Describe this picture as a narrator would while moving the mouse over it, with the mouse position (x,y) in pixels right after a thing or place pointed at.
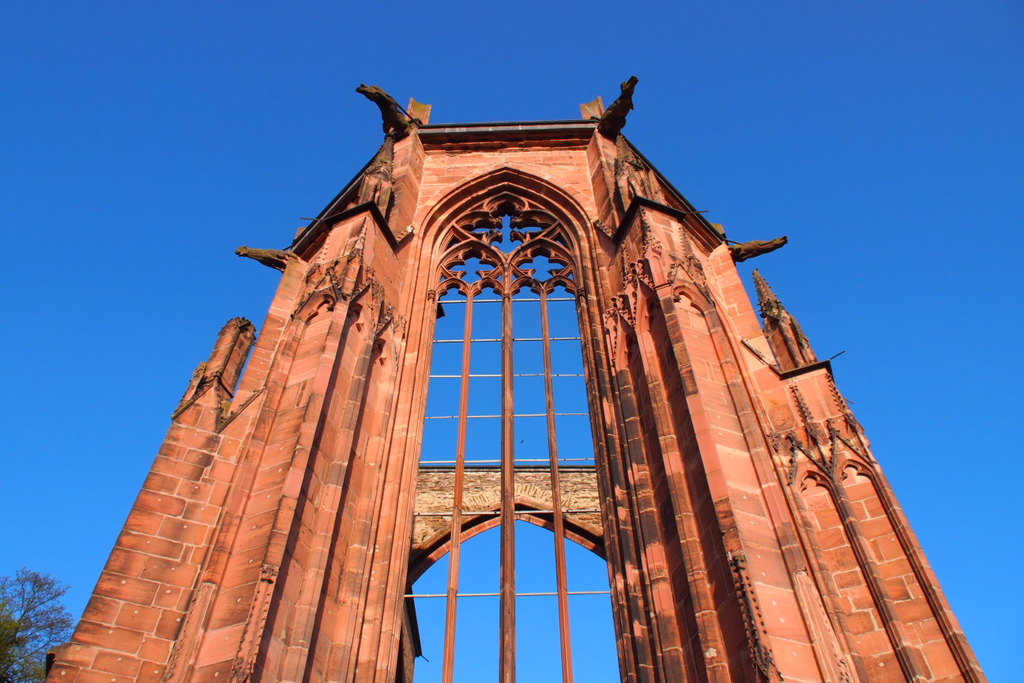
In the picture I can see the stone arch (379,488), a tree (57,614) on the left side of the image (19,628) and the blue color sky (752,169) in the background (67,136).
